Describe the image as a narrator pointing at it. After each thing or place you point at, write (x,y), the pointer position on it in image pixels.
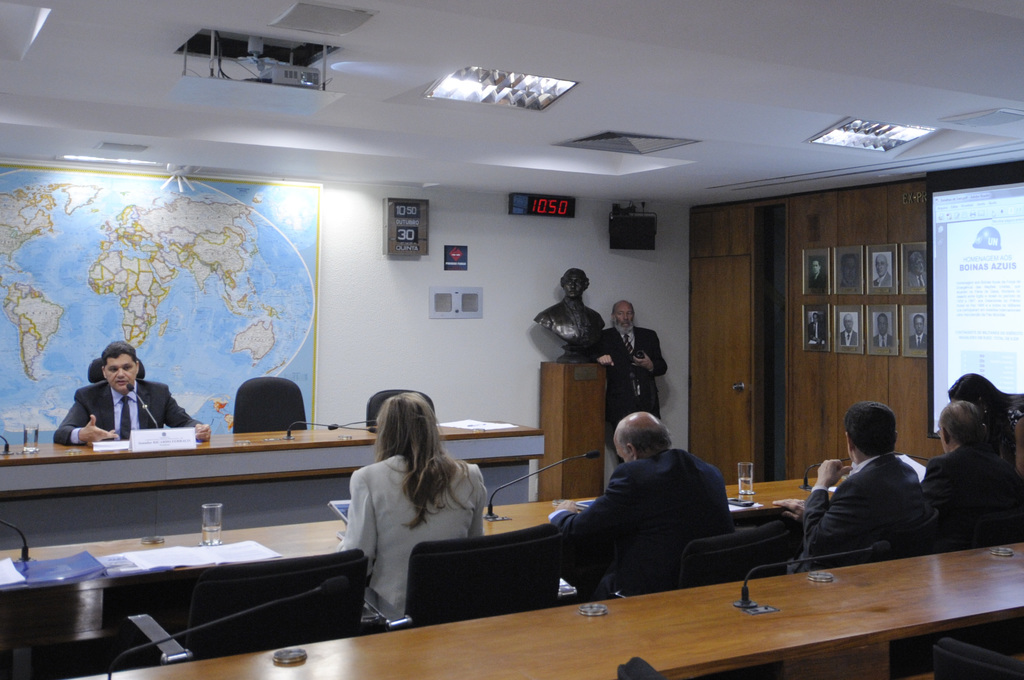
In the image we can see there are people (689,507) who are sitting on chair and there is a man (645,376) who is standing near the podium (586,401).
